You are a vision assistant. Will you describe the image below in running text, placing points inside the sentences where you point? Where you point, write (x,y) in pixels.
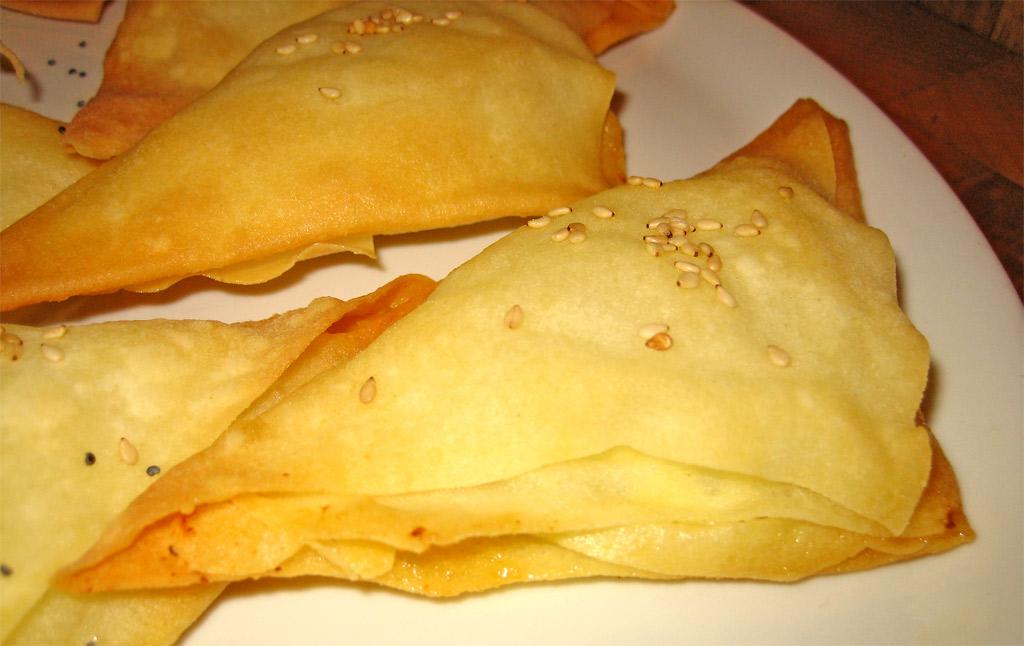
In this picture, we can see some food (229,341) on the plate (698,586) which is kept on the surface (941,88).
